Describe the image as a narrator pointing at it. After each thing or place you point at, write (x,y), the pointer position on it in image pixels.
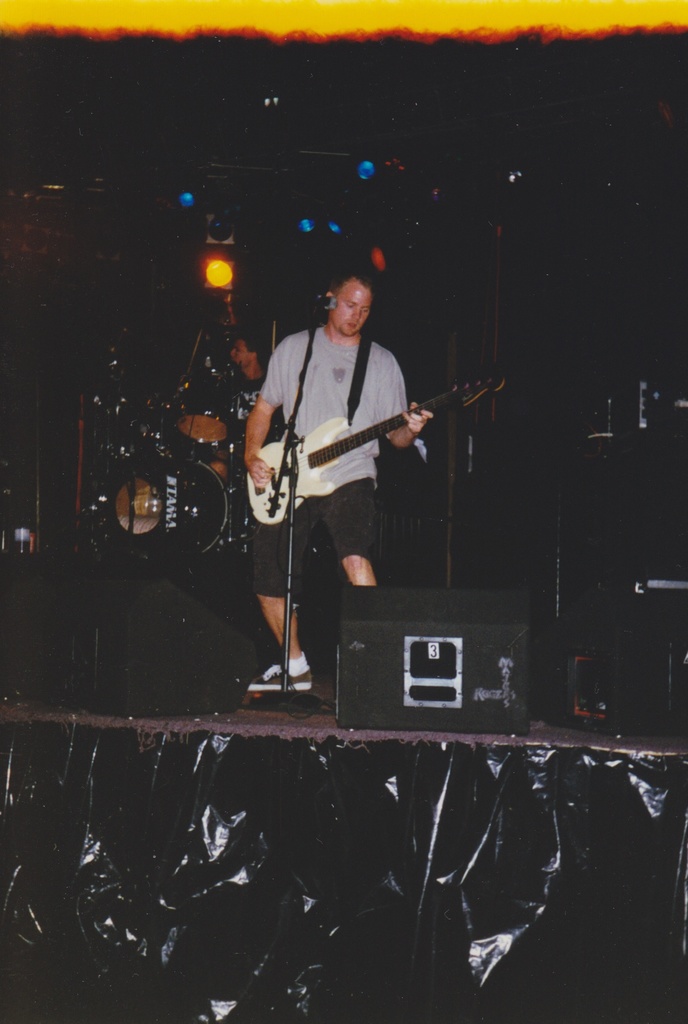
In the middle (326,350), a person (304,397) is standing in front of the mike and playing a guitar (351,445). Next to that a speaker (491,595) is there. On the top left (221,223), focus lights (218,284) are visible. The background (359,235) is dark in color. Behind that a person (244,361) is playing musical instruments (207,429) in the middle (229,417). This image is taken on the stage (613,732) during night time.
